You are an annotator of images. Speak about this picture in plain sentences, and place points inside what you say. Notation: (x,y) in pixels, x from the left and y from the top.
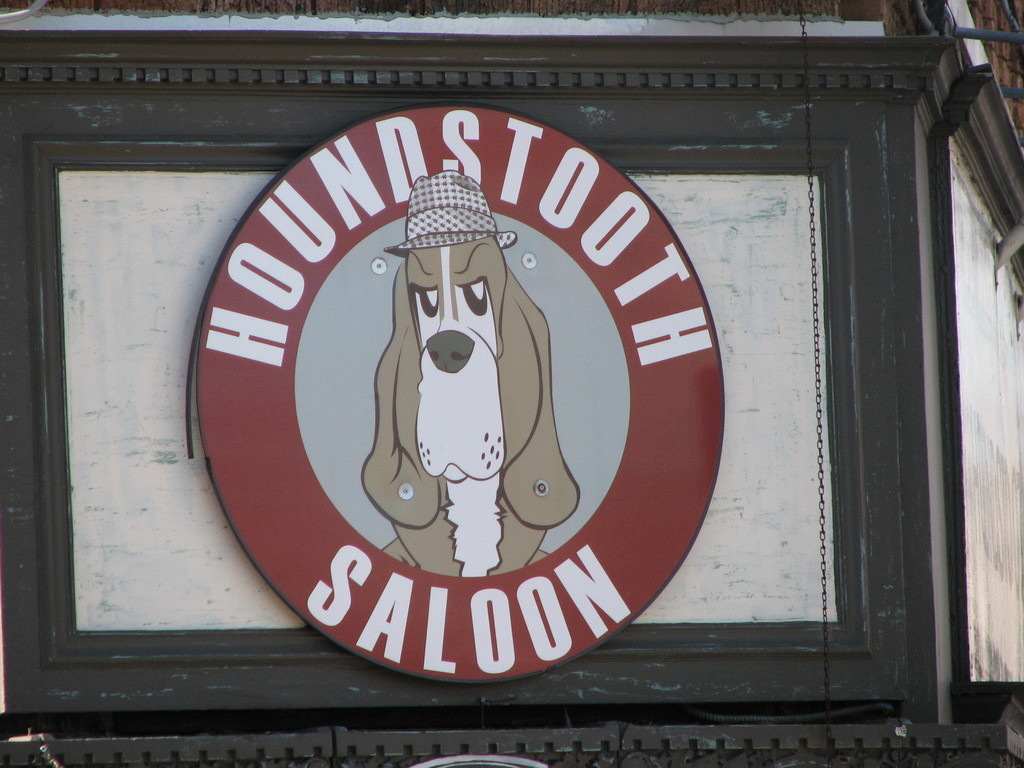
In this image I can see a photo frame (598,180), in the photo frame (616,323) I can see an animal picture (510,240) and text (329,235).
